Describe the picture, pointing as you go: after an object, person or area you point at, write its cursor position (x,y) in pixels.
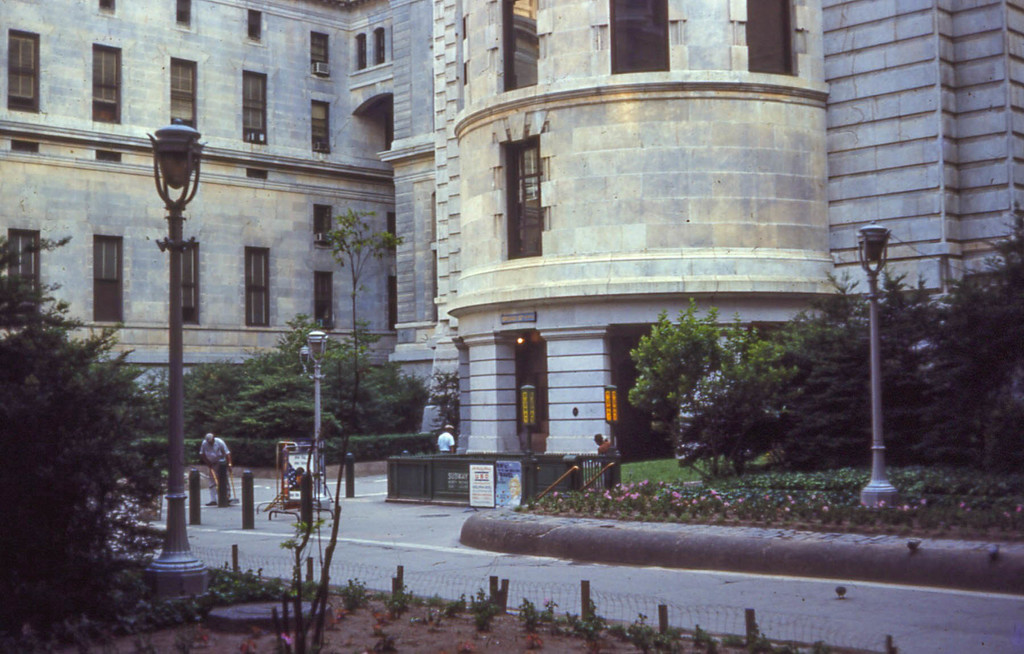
There are trees (109,393), plants (280,594), it seems like net fencing (726,618) and poles (171,389) in the foreground area of the image (308,524), there are people (445,433), posters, trees (285,348) and a building (499,320) in the background (463,332).
